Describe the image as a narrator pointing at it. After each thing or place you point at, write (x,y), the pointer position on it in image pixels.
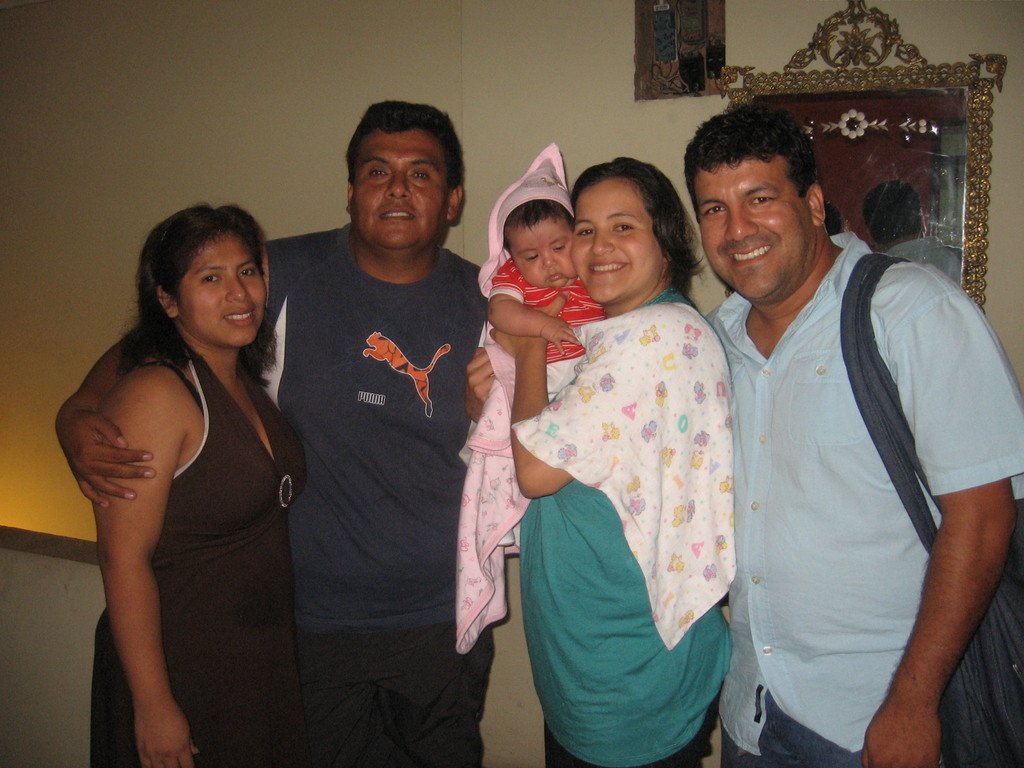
In the picture I can see four persons (819,351). There is a man (933,357) on the right side (914,405) is wearing a shirt (821,495) and there is a smile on his face (799,262). He is carrying a bag (914,481). I can see a woman (656,214) holding a baby (530,287) and she is smiling as well. I can see a mirror (892,110) on the wall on the top right side (958,141).
